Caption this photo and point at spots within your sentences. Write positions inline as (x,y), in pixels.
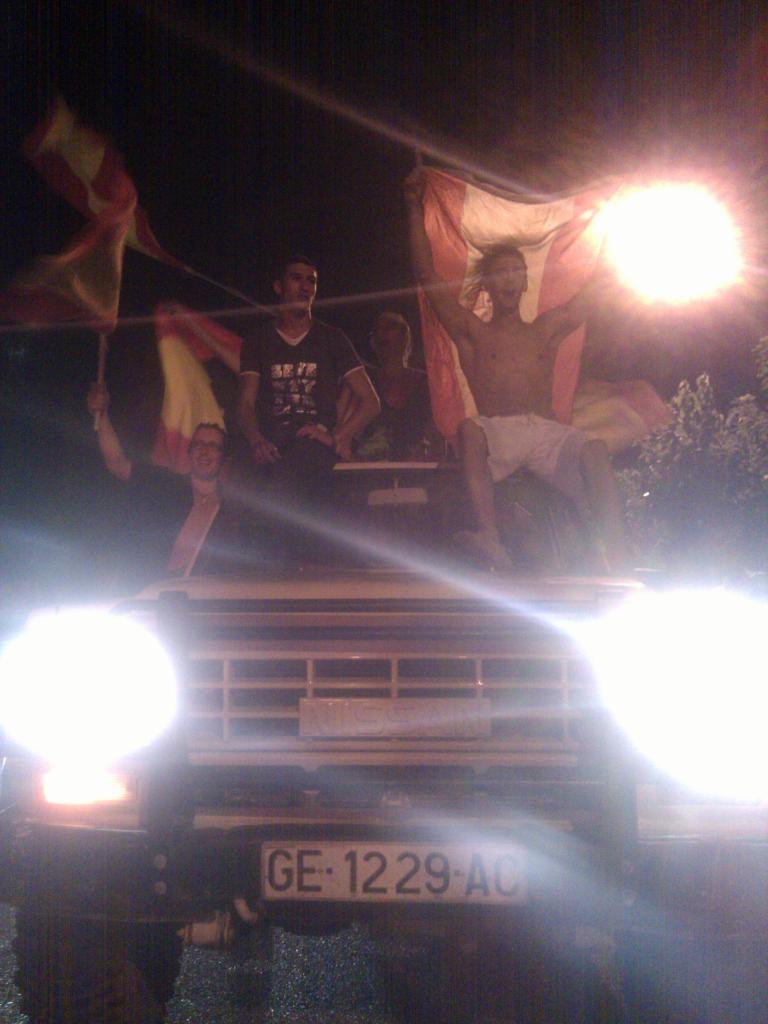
There are four people (281,350) who are sitting on a jeep (488,591). Three people (529,455) are holding a flag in their hand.
